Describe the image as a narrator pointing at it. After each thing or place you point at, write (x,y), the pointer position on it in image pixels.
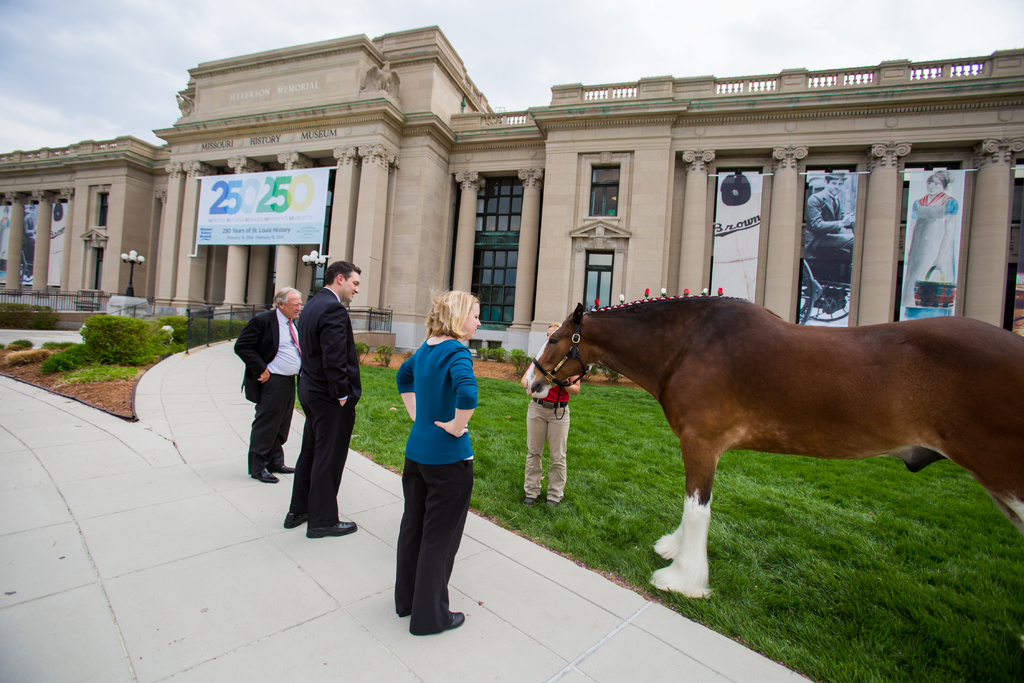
As we can see in the image there is a sky (162,40), building (378,127), banner (325,188), a window (602,208), door (596,284), grass (609,448), plants (139,343), four people (317,335) over here and there is a brown color horse (780,380).
